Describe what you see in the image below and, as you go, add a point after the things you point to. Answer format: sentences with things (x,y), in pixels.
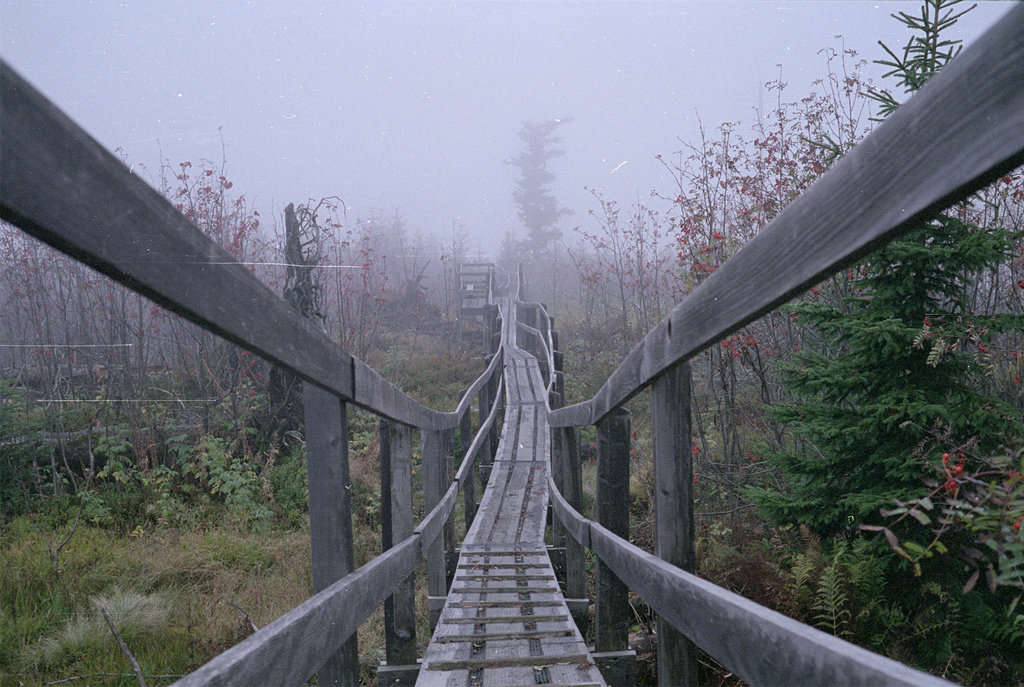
This is completely an outdoor picture. At the top of the picture (527,67) we can see a sky (532,79) and it's very blurry. These are the bare trees (512,252). This a footover bridge (516,549) and it is a wooden bridge (494,511). There are trees (899,382) aside to this bridge (508,503).
